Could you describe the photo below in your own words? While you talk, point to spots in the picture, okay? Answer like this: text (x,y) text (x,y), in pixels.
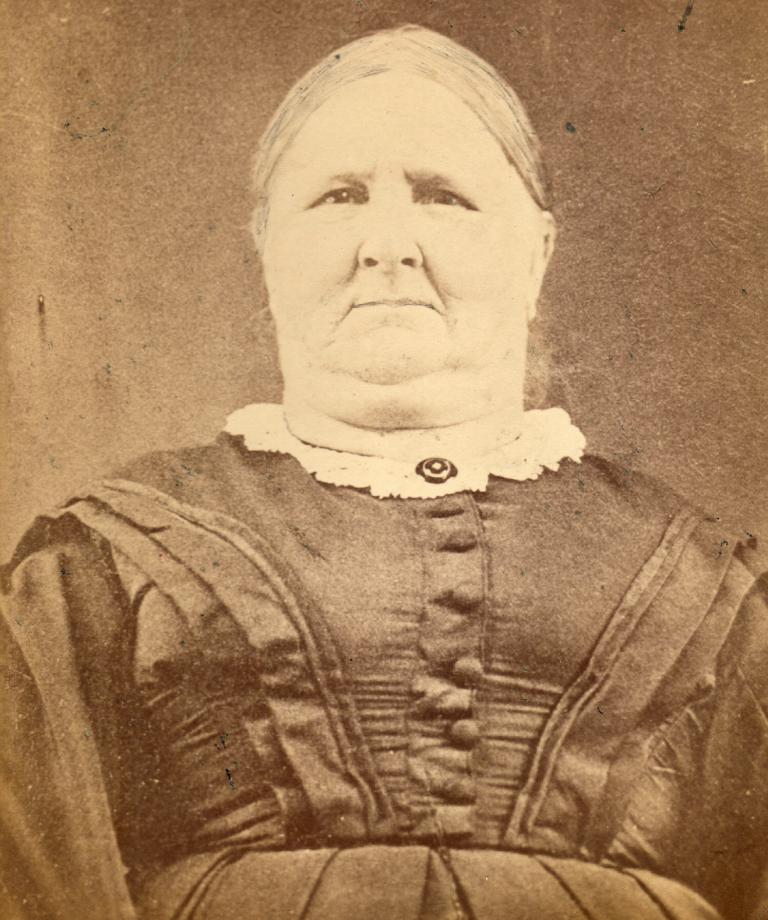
In this image I can see a person (400,228) standing wearing a dress (374,555) and the image is in black and white.
